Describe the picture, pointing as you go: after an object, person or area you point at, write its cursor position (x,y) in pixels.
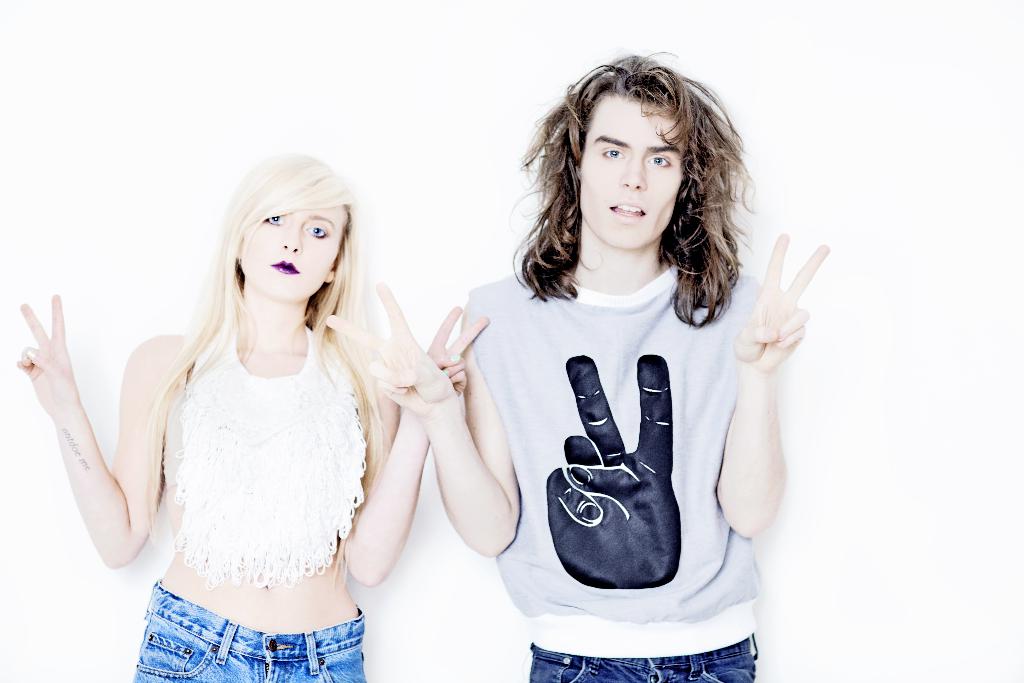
In this image we can see a man (532,432) and a woman (397,421) standing.
